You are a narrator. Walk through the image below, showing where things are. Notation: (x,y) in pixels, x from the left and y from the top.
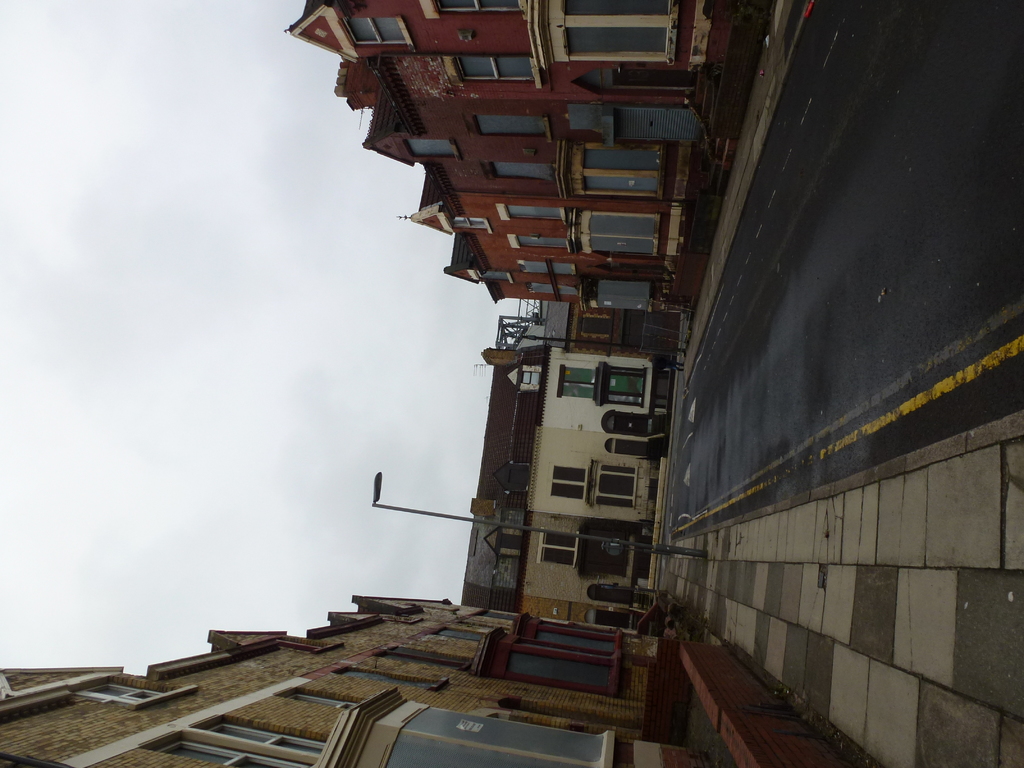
In this image there are buildings (548,40), road (810,370), light pole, cloudy sky (330,456) and objects (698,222).
